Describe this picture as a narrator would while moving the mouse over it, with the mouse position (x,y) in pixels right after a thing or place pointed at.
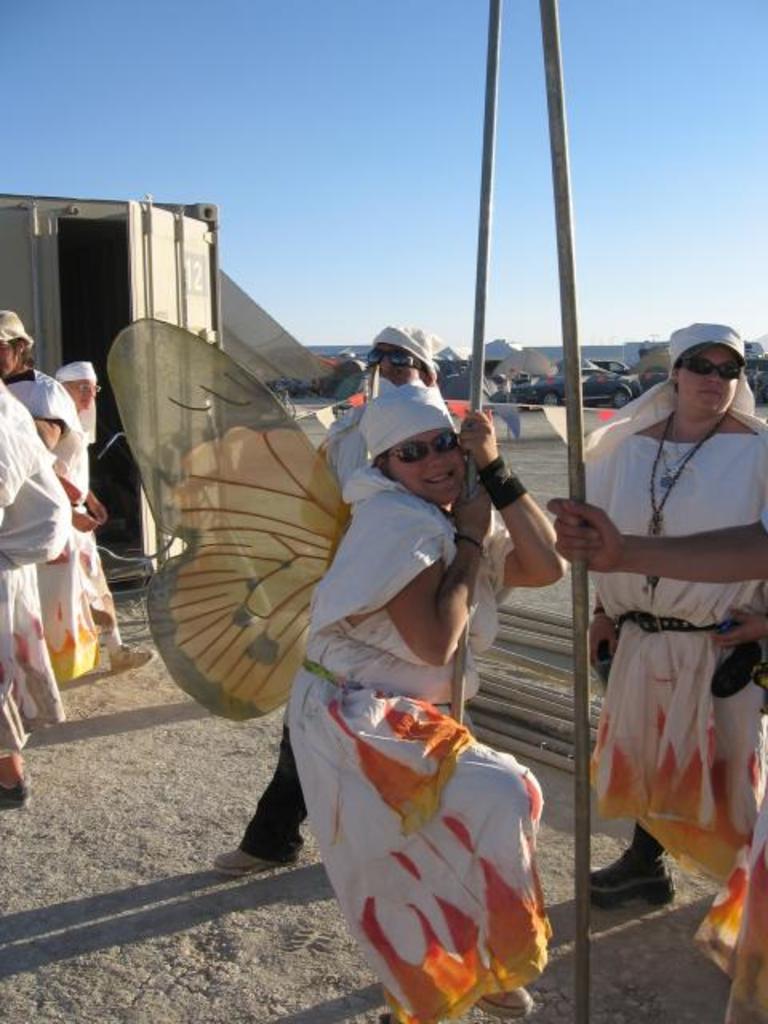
In this image, we can see few people (373,893) are standing on the ground (147,923). Here a woman (443,795) is holding a rod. Few people (468,600) are wearing different costumes (474,780). Background we can see container (93,329), few vehicles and sky (413,194). On the right side of the image (708,562), human hand (627,546) is holding a rod (586,711).
